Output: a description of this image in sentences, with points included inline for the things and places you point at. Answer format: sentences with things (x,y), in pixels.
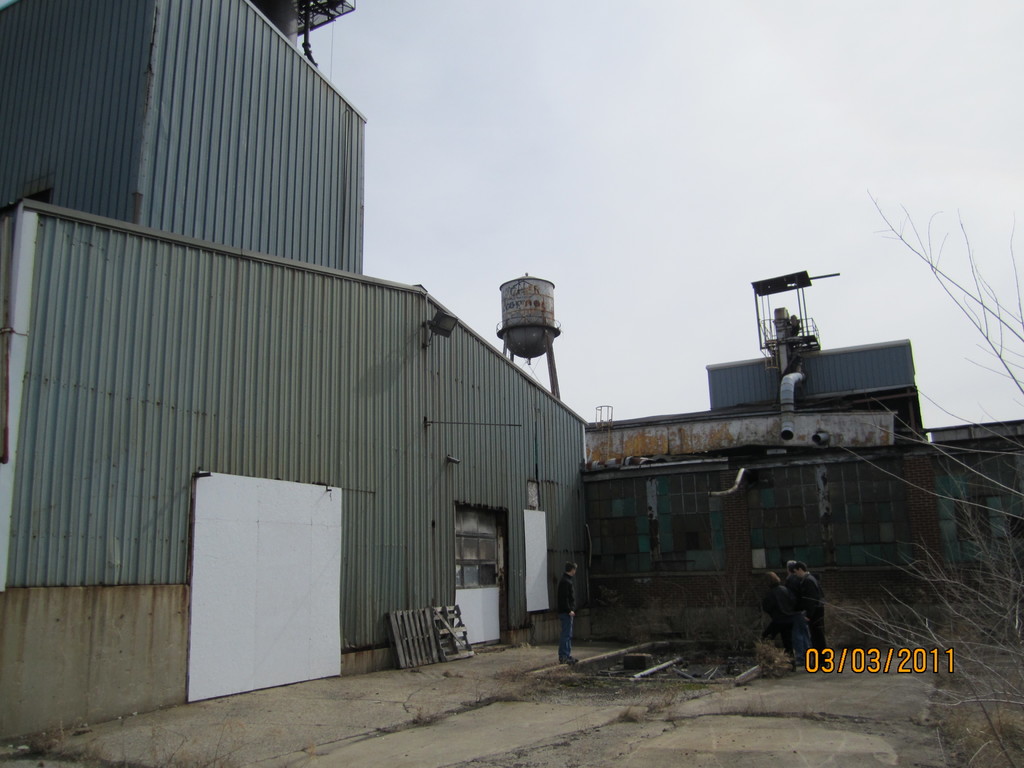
In this image there are some buildings (295,403), and at the bottom (573,710) there is a walkway (841,702) and on the right side (985,607) there are some trees (980,653) and there is a text (870,656). And in the center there are some persons (772,599) standing, and also there are some boards (525,526). At the top (507,86) there is sky (749,112), and in the center (518,305) there are some other objects (528,317) and a pipe (790,412).
